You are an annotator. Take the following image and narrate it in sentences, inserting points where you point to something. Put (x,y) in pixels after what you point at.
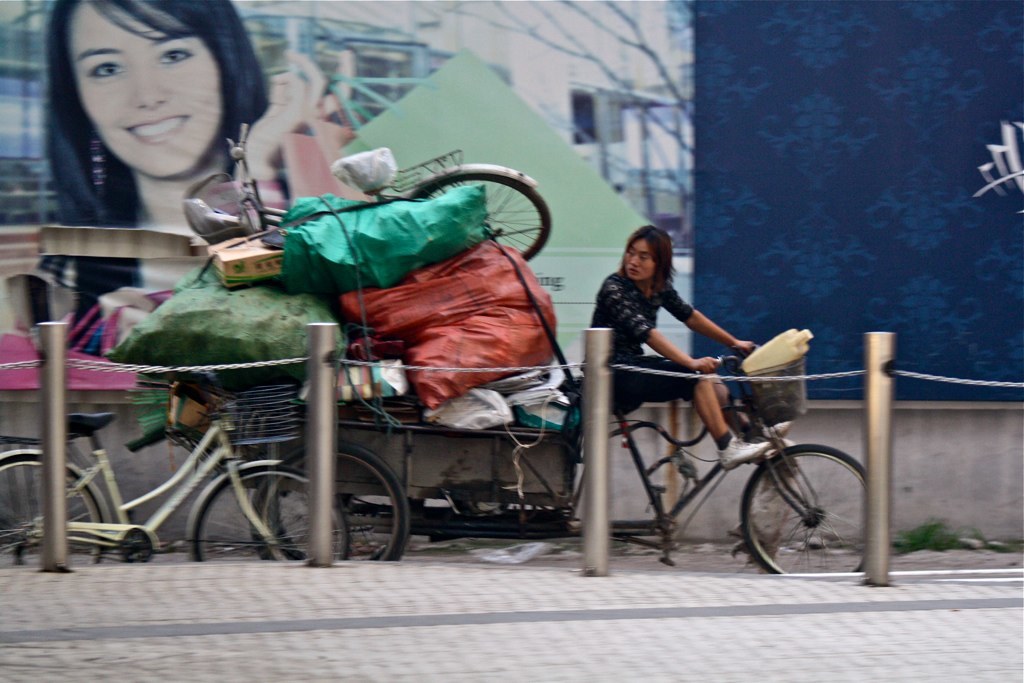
In a road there is picture of the woman (56,155) on wall (41,167) in front of that there is a woman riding tricycle (641,477) and carrying lots of packets (131,355) and behind that there is a bicycle stand (137,529) on a road (84,608) behind the poles (880,552).
